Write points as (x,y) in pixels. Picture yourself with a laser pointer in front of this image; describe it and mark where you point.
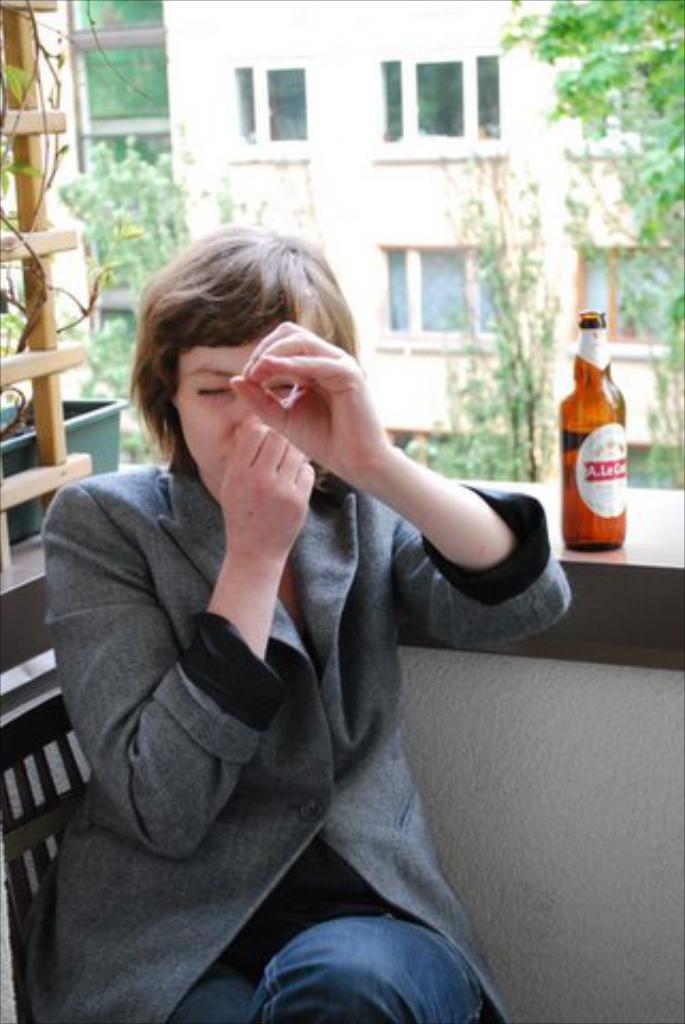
Here Is a woman (283,693) wearing suit (267,767) and sitting on the chair (43,761). This is the beer bottle (598,496) placed on the wood (660,563). At background (434,257) I can see building (451,122) and trees (629,176).
